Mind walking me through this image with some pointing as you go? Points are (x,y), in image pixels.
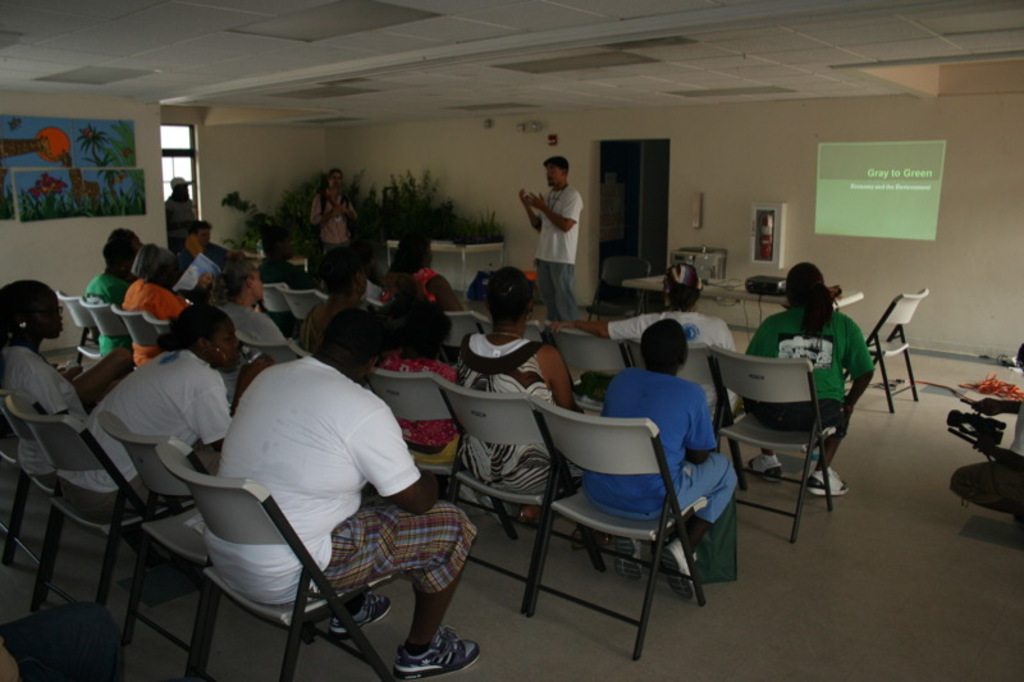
In this room (308,124) most of the persons (418,310) are sitting on a chair (586,376). On a table (722,282) there is a projector (765,287). A screen (878,218) on wall (894,135). Poster (140,202) is attached to the wall (67,250). These are plants (379,204). This 3 persons (545,258) are standing. This is door (654,215).
